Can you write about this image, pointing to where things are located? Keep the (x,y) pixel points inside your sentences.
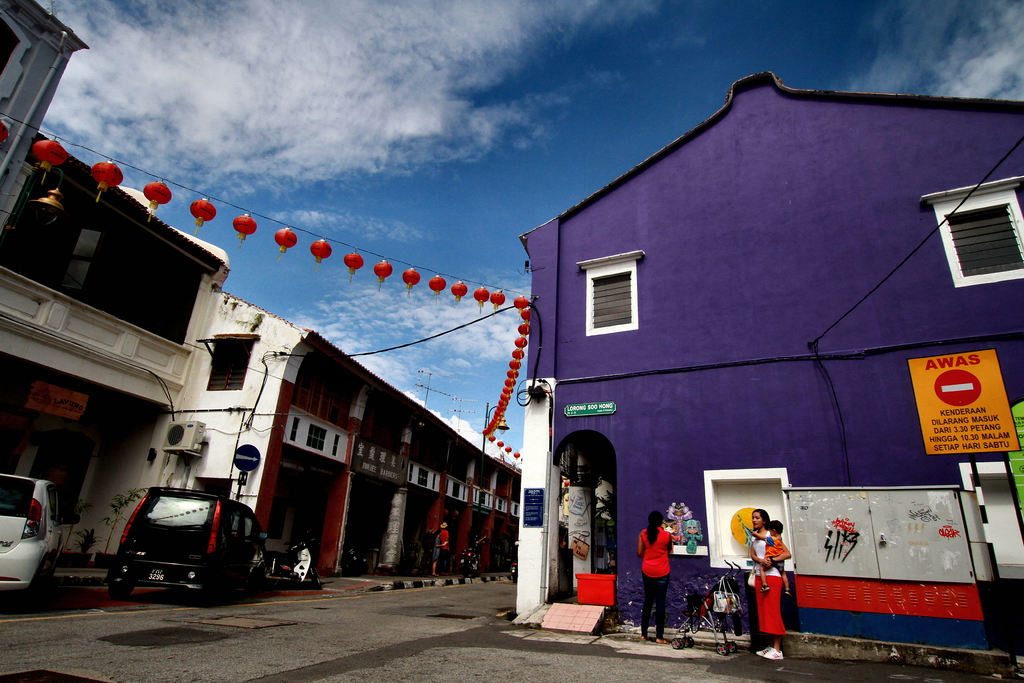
This picture describes about group of people (665,571), few are standing and few are walking on the pathway (376,574), in this we can see few sign boards (252,467) and vehicles (204,569) on the road (340,623), and also we can see few buildings (104,310), lights (42,158) and clouds (241,144).
